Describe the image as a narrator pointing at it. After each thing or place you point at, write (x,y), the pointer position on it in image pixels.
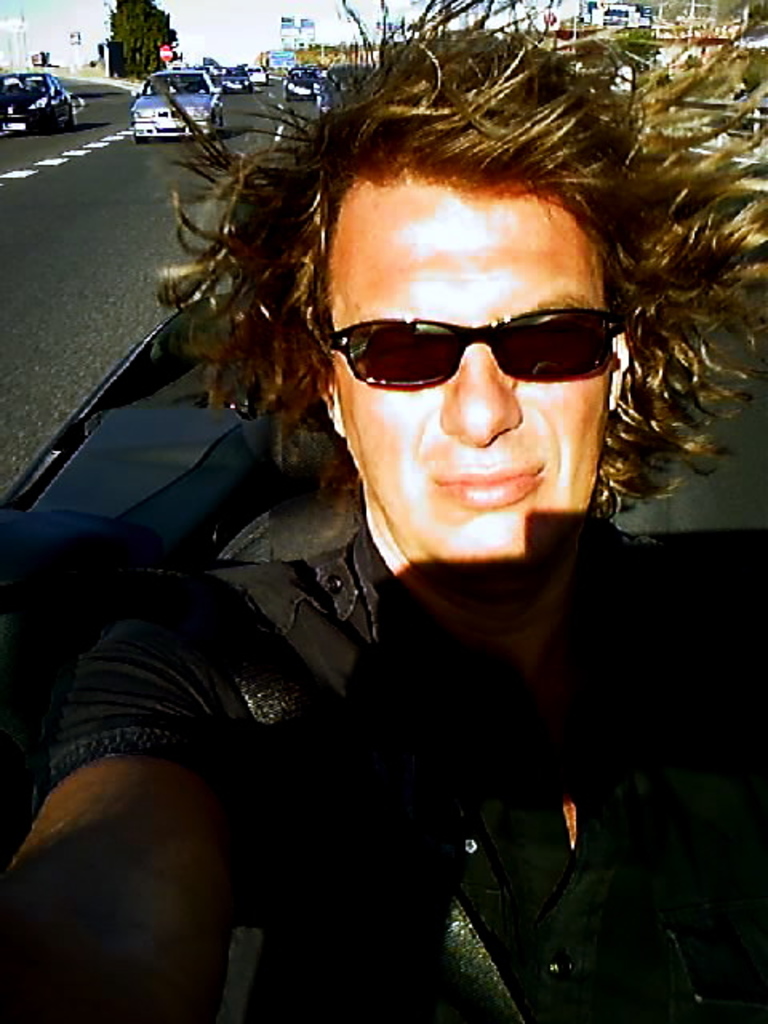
In this image I can see a man (396,542) in the front (89,760), I can see he is wearing black colour dress (297,641) and black shades (503,331). In the background (144,217) I can see few roads (61,200) and on it I can see number vehicles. I can also see few trees (149,65), few sign boards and the sky (234,19) in the background (203,6).
